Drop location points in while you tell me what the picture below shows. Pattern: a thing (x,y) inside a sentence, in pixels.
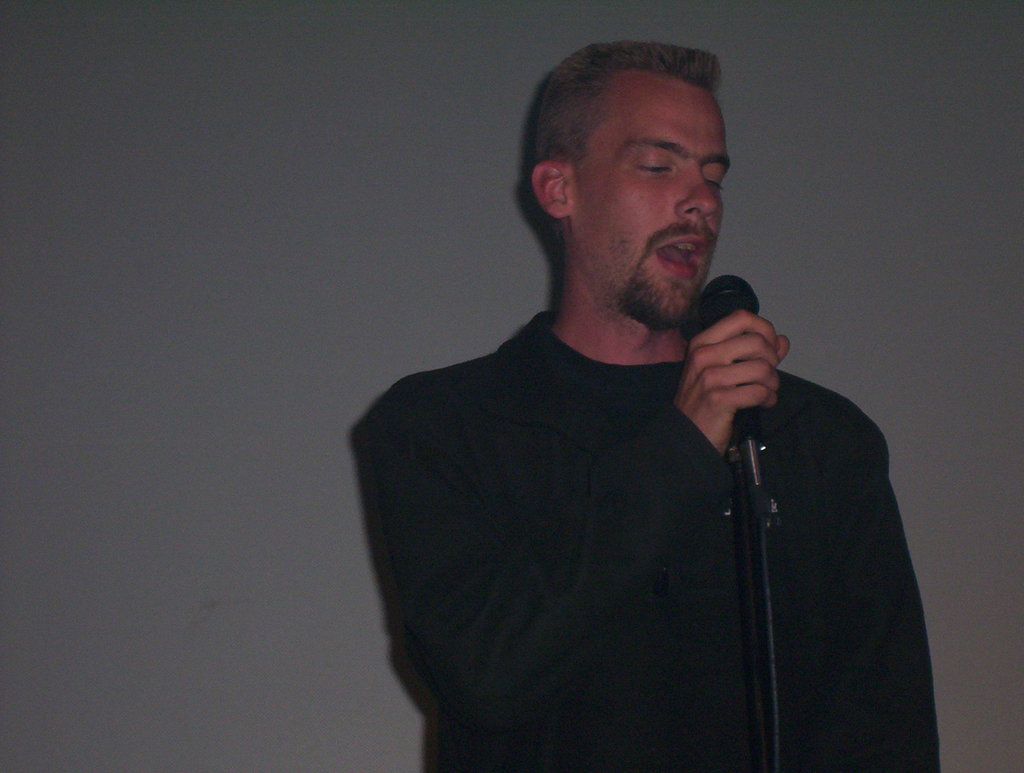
This is the picture of a man (579,456) in black dress (558,574), the man (677,368) is holding the microphone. Background of this man (590,423) is a wall (298,258).
